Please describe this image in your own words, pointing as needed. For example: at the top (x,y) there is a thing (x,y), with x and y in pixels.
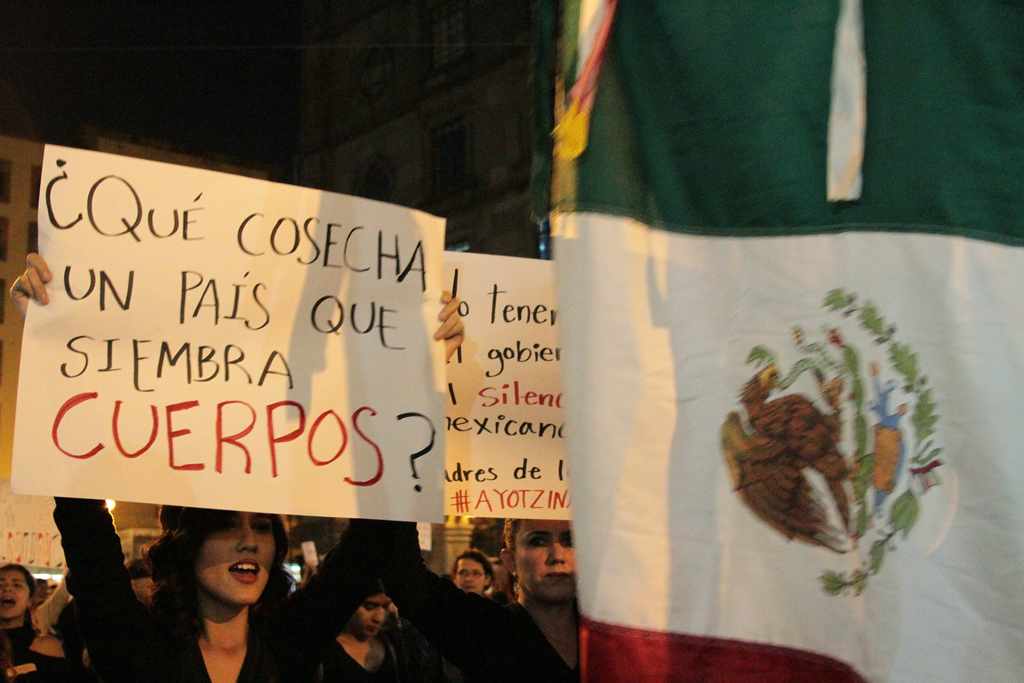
In the image there are many people (488,589) holding banners (136,361) with some text (263,435) on it, on the right side (707,377) there is a flag (909,299) and in the background (501,105) there are buildings (3,264).
